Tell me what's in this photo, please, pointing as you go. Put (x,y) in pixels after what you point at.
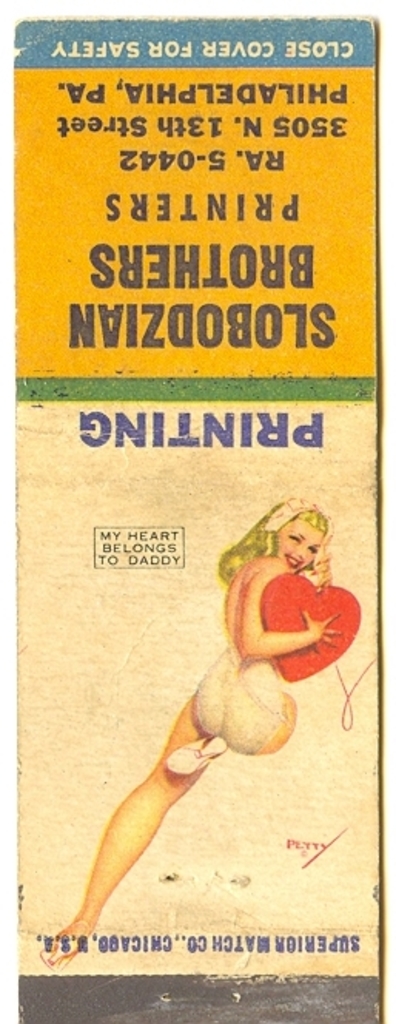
This is a picture of the poster (164,647). At the bottom (102,892), we see the image of the woman (234,731) who is smiling. In the background (72,485), it is white in color. At the top (112,112), it is in blue, yellow and white color with some text (179,120) written on it.
